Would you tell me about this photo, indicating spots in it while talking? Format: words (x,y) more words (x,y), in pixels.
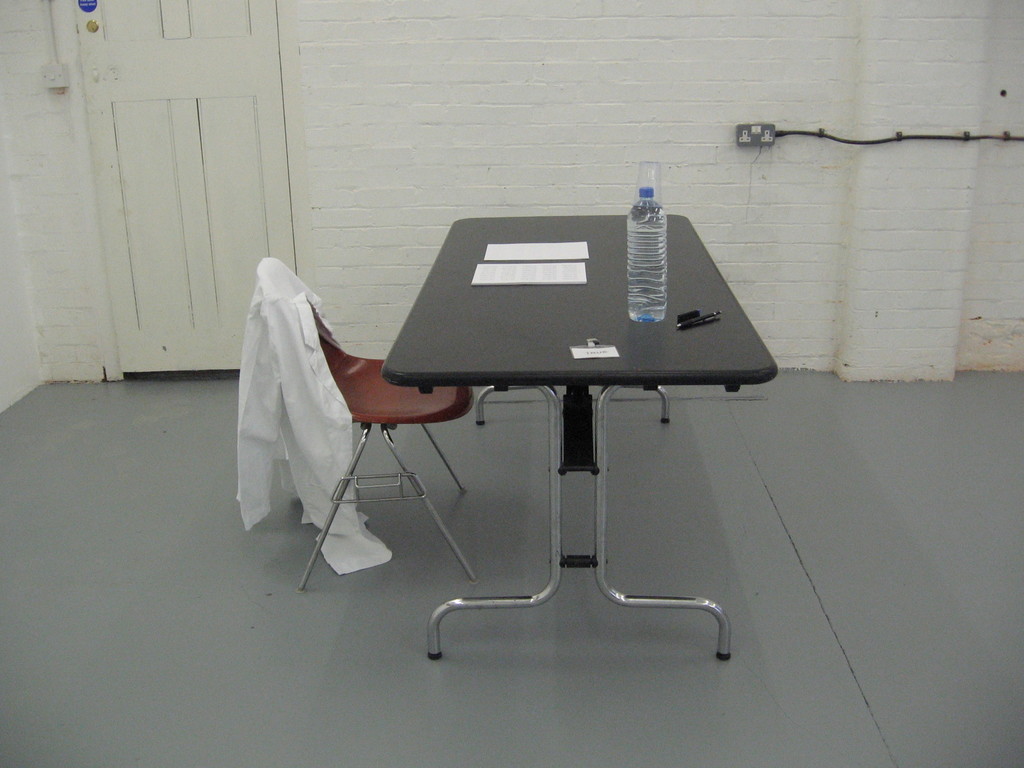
In this image I can see the grey colored floor (863,595), a black colored table (507,338) and on the table (623,262) I can see few papers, a bottle (635,227) and a pen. I can see a chair (363,369) with a white colored cloth (313,360) on it. In the background (413,197) I can see the wall (415,103) and a door (230,120).
